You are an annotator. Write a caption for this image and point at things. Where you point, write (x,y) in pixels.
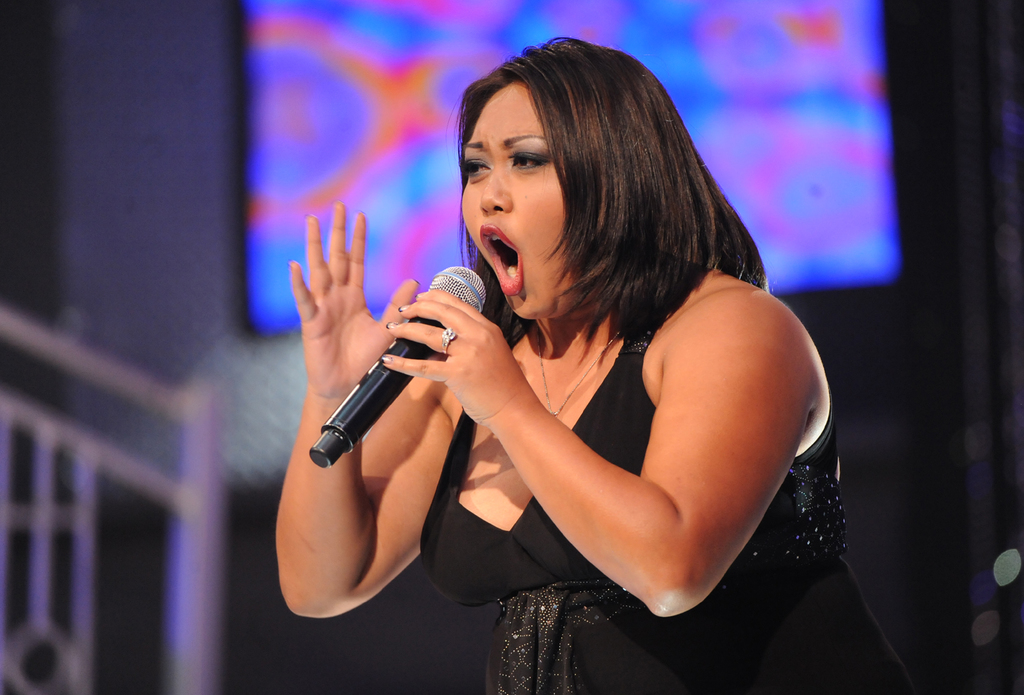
In the image there is a woman (452,467) she is holding a mic (427,356), she might be singing or talking, she is wearing black dress (814,536), in the background (371,102) there is projector screen (303,102).
